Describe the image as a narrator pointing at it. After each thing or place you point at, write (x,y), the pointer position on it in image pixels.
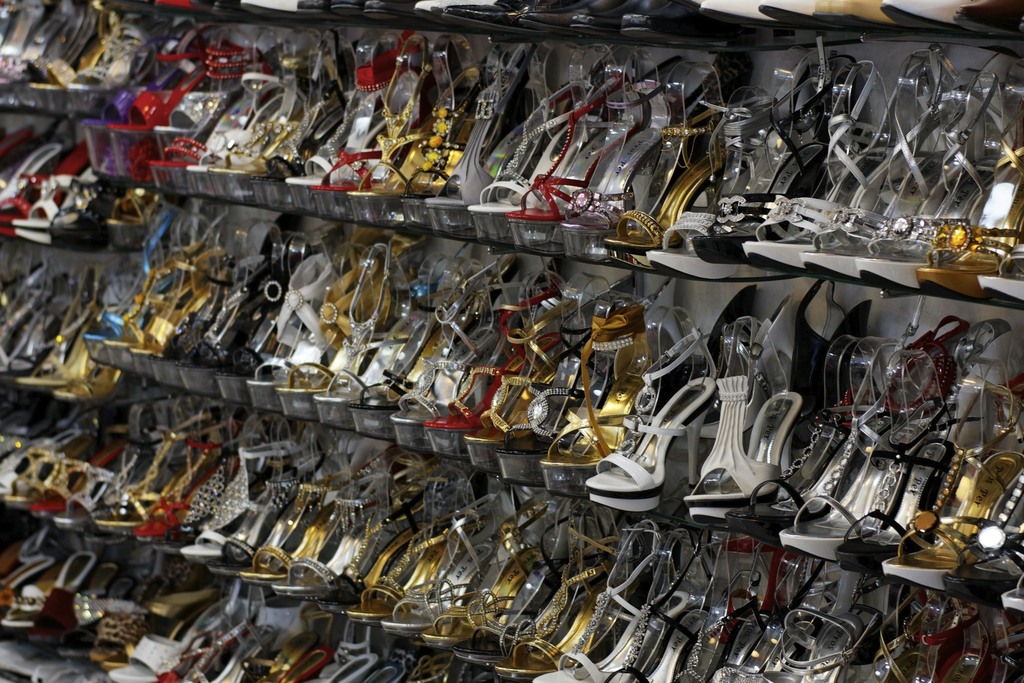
In the image we can see some footwear (71,291). Behind them there is wall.
